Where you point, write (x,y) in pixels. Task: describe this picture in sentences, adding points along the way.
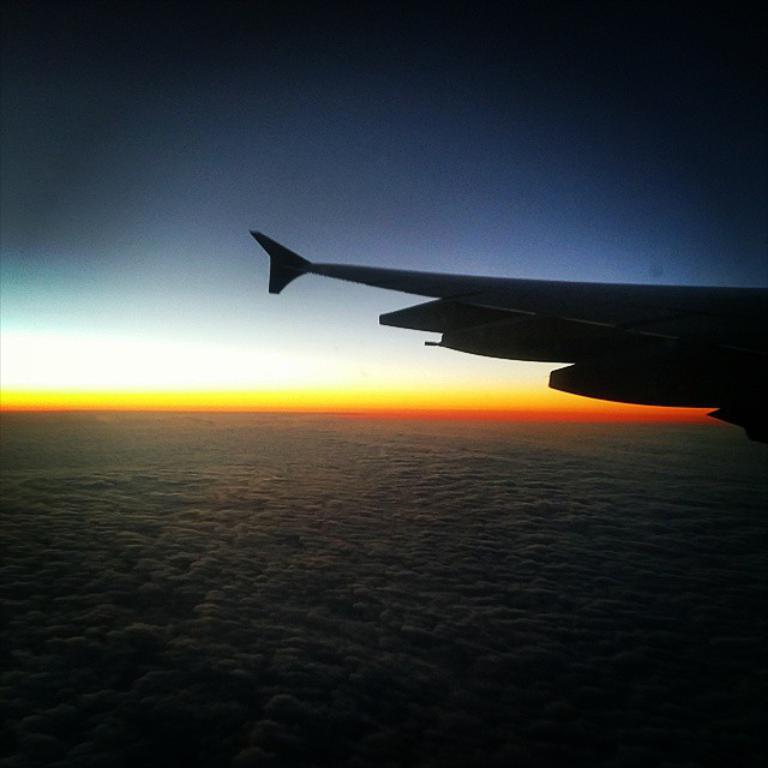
At the bottom (431,543) there are clouds (394,581). On the right (676,394) we can see airplane wing (506,307). At the top (201,124) it is sky (236,135).
